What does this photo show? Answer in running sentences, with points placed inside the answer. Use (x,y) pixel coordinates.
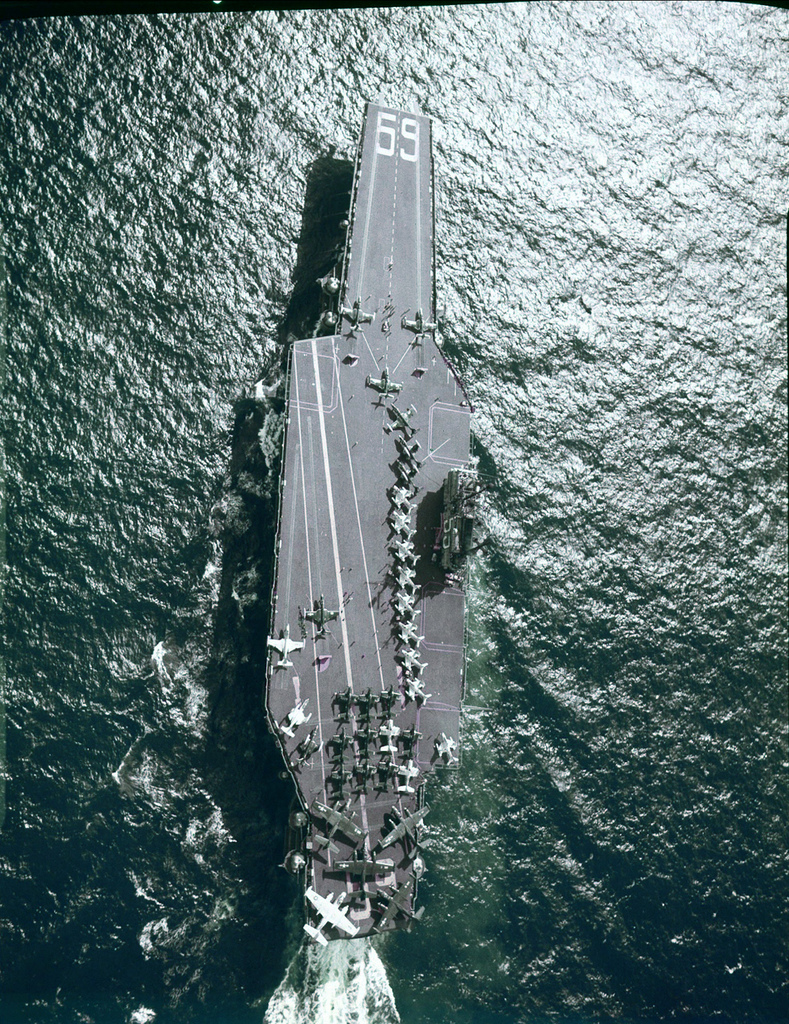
In this image I can see the boat (267,669) on the water (170,305) and I can see few aircraft's (351,805) on the boat (298,611).
